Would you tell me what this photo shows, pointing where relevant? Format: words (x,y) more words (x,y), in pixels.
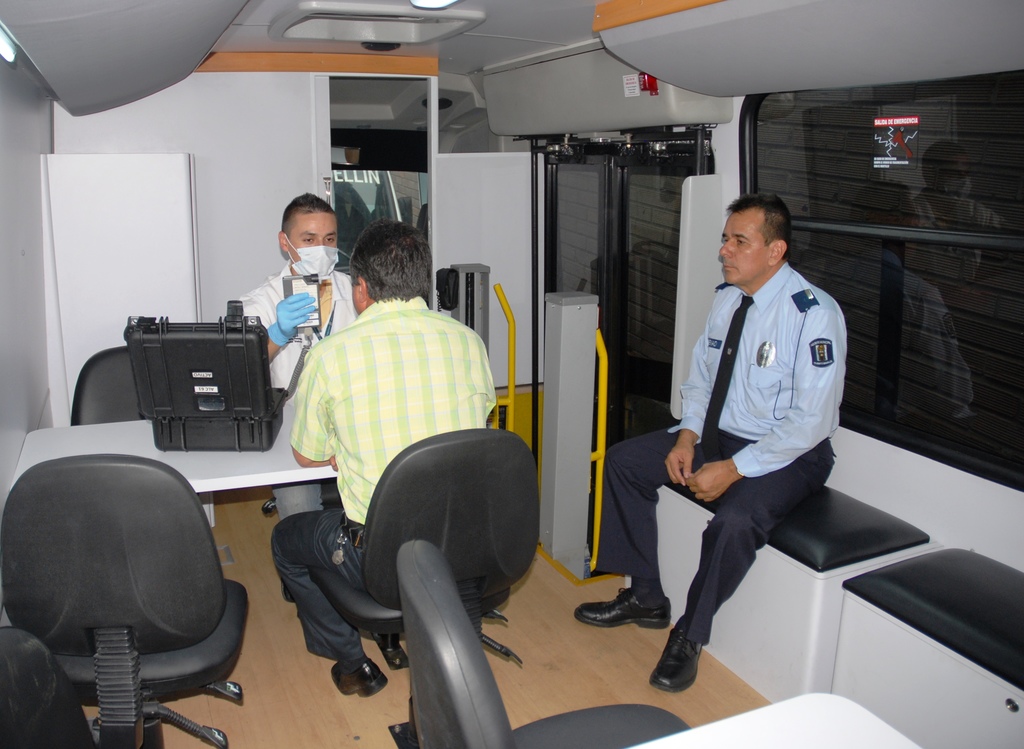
In this image I see 3 men (437,316) and all of them are sitting and there is a suitcase (245,358) on this table (25,475) and there are few chairs (460,450), I can also see there is a door (548,220) and a window (951,145) over here.
